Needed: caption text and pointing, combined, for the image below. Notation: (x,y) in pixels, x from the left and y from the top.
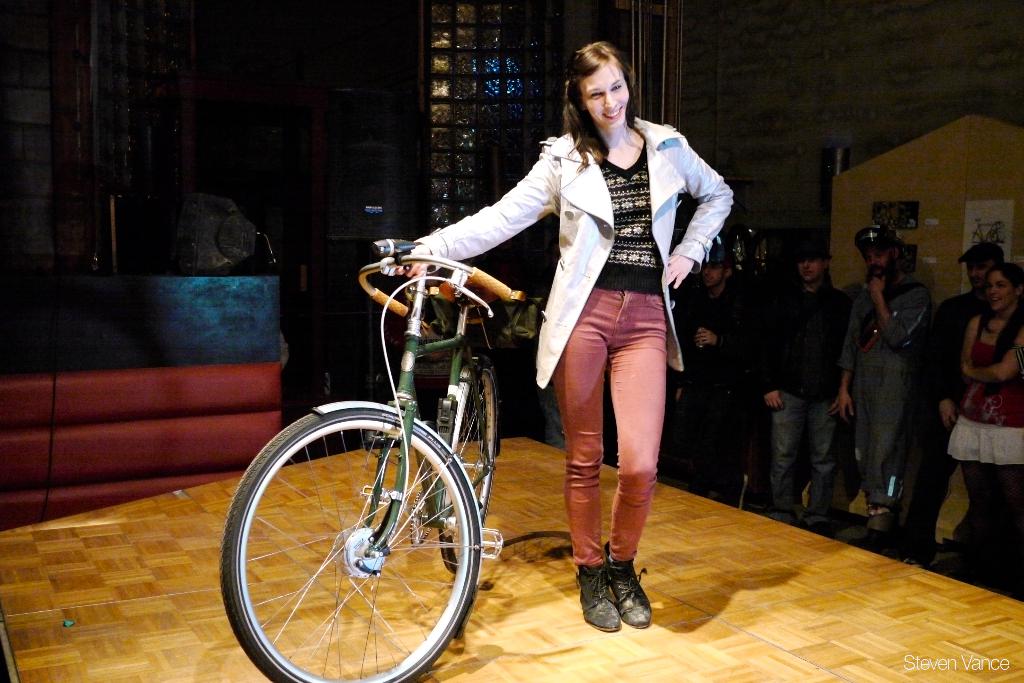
In this image in the center (565,373) there is one woman (573,437) who is standing beside her there is one cycle (416,441), and on the right side (858,418) there are some people (858,418) who are standing and in the background (792,79) there is a wall (939,112) and some other objects (162,384). At the bottom (197,580) there is a floor (476,609).
